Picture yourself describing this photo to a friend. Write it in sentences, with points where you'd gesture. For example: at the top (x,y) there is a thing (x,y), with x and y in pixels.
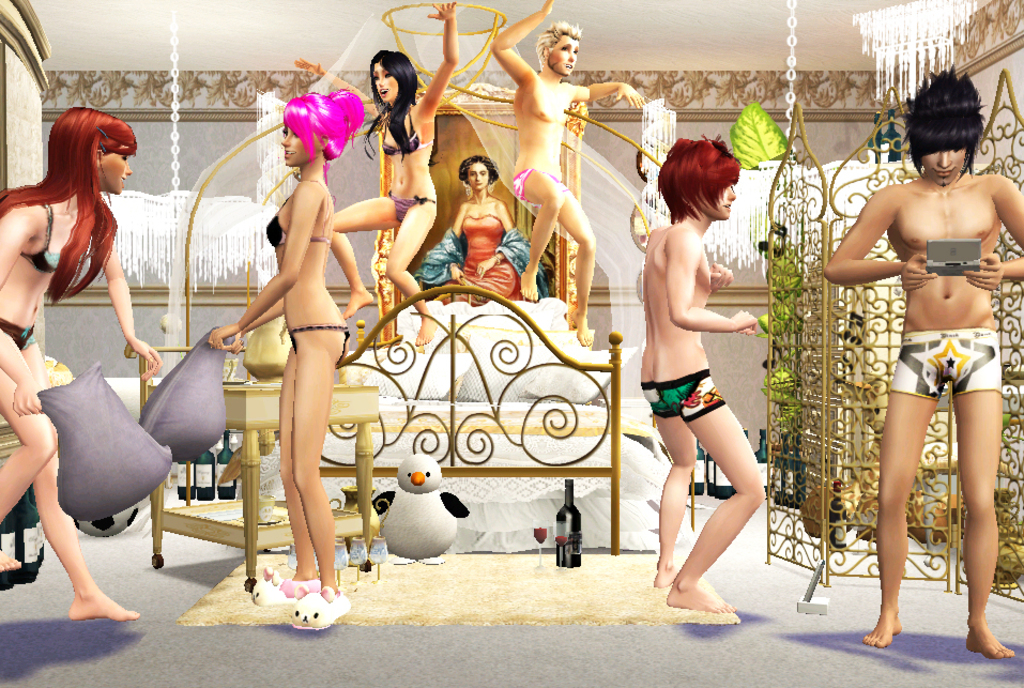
In the image there are depictions of people (420,177) and behind them there is a bed (442,385), table (271,394) and other objects (387,517). In the background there is a photo frame (441,202) attached to the wall (739,346).
